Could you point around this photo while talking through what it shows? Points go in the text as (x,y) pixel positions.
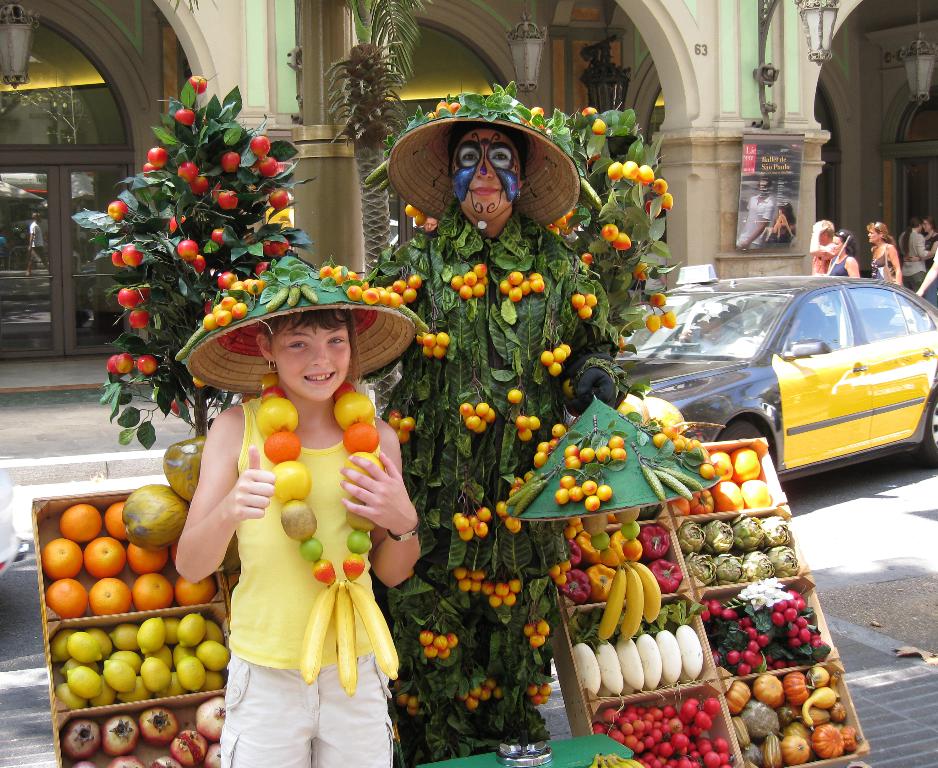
In the foreground of the picture (444,544) we can see various fruits (371,631), people (453,386) and other objects (614,752). In the middle of the picture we can see people (887,258), cars (716,371) and road (33,492). In the background (333,59) there are street lamps (521,37), poster (788,180), doors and building (147,136).
